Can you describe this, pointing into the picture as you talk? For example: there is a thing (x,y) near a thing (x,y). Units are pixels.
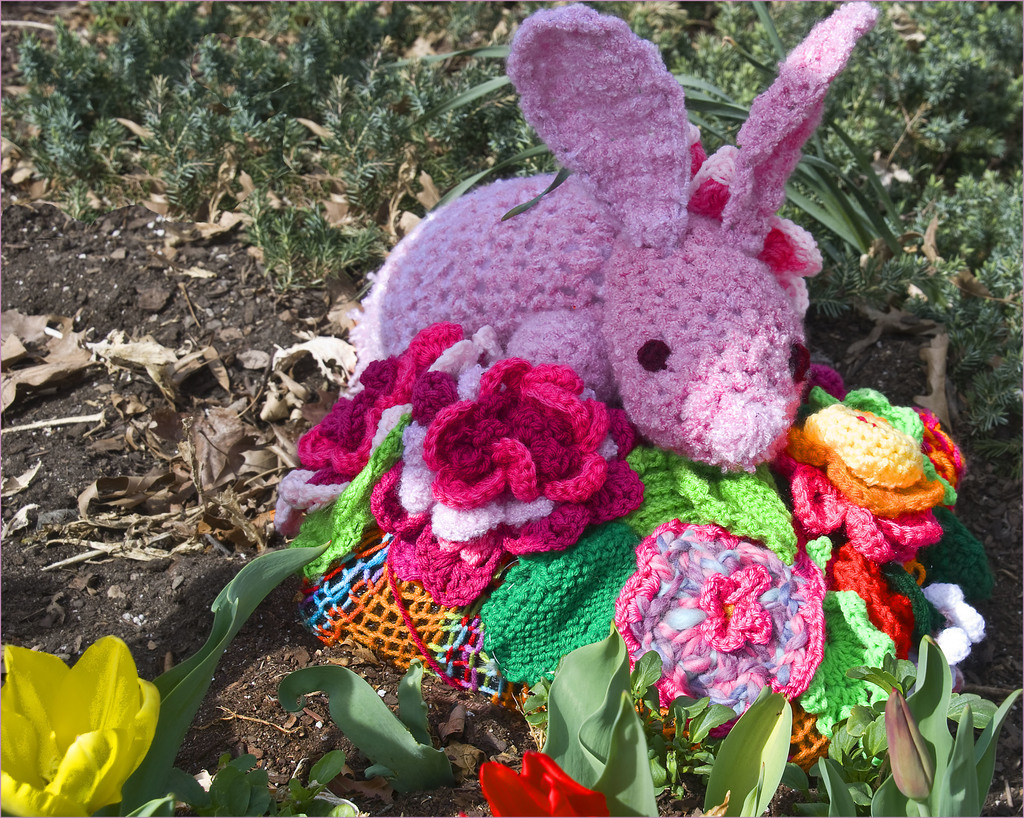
In this image I can see a crochet rabbit (526,324) and some other patterns (599,539). At the bottom (81,784) few leaves (215,790) and flowers (503,810) are visible. On the left side (142,405) there are few leaves (117,499) on the ground (132,390). In the background (226,121) there are many plants (343,92).
